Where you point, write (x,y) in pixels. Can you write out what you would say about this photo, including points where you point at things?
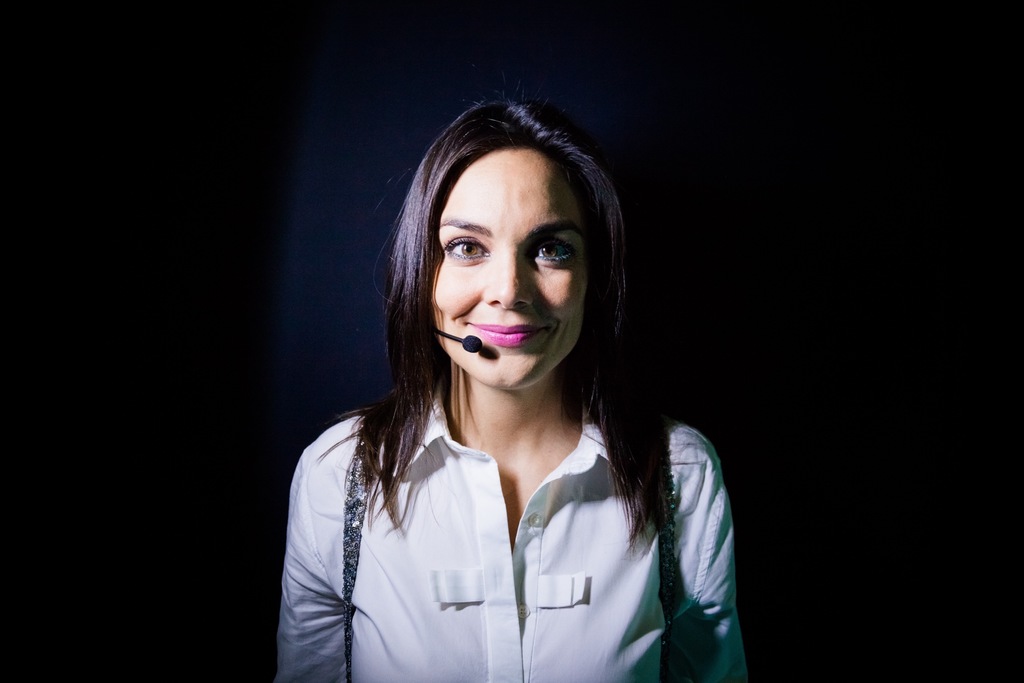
In this image, we can see a woman (400,290) standing and she is wearing a white color shirt (289,608), there is a dark background (96,678).
